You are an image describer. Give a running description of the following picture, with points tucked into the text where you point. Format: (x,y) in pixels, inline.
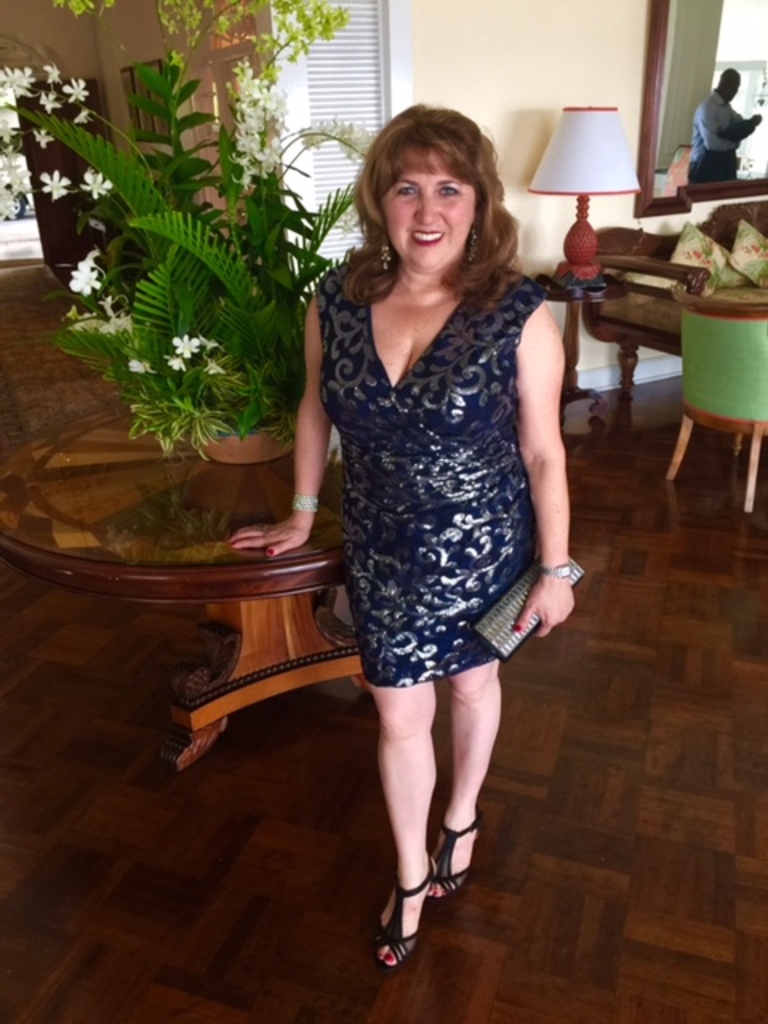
In the foreground (559,586), a woman (460,607) is standing and holding a purse (494,633) in her hand (556,596) and having a smile on her face (437,209). Next to that a houseplant (118,276) is there on the table (219,554). In the right (557,287) sofa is there on which cushions (675,282) are kept and a lamp (576,257) is there on the table (572,291) next to it. The walls (488,79) are of light cream in color and a window (369,21) is visible and a mirror (667,65) is visible in the right (716,153) and doors (39,184) are visible. This image is taken inside a house (20,52).
